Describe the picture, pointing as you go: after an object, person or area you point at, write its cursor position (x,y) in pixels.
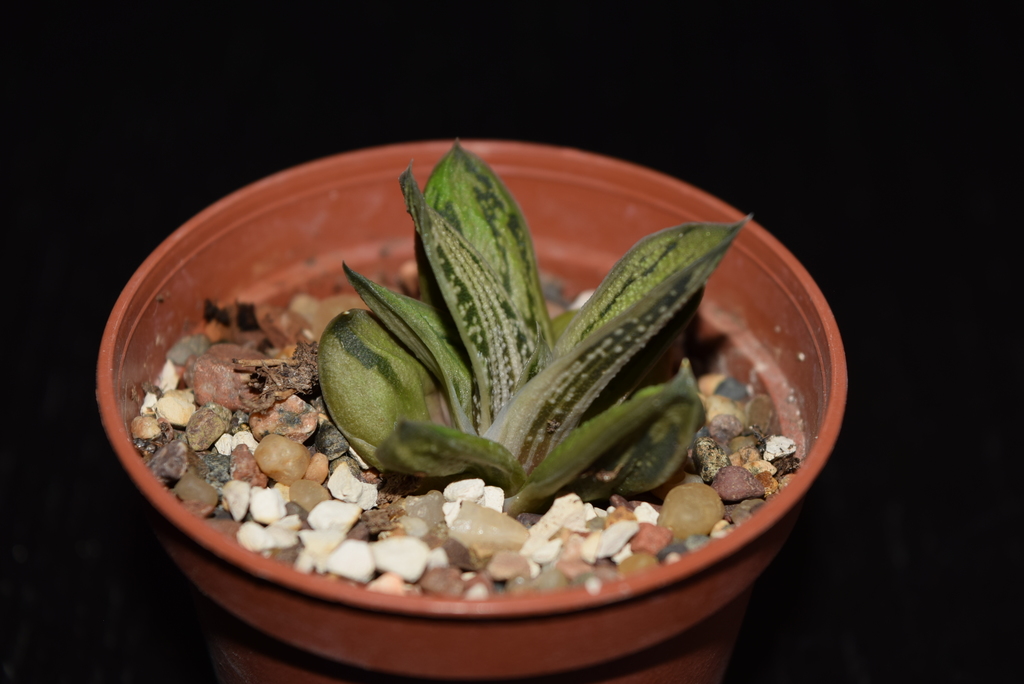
In this image we can see a pot (332,589) in which small stones (399,538) and a plant (417,406) are there.
